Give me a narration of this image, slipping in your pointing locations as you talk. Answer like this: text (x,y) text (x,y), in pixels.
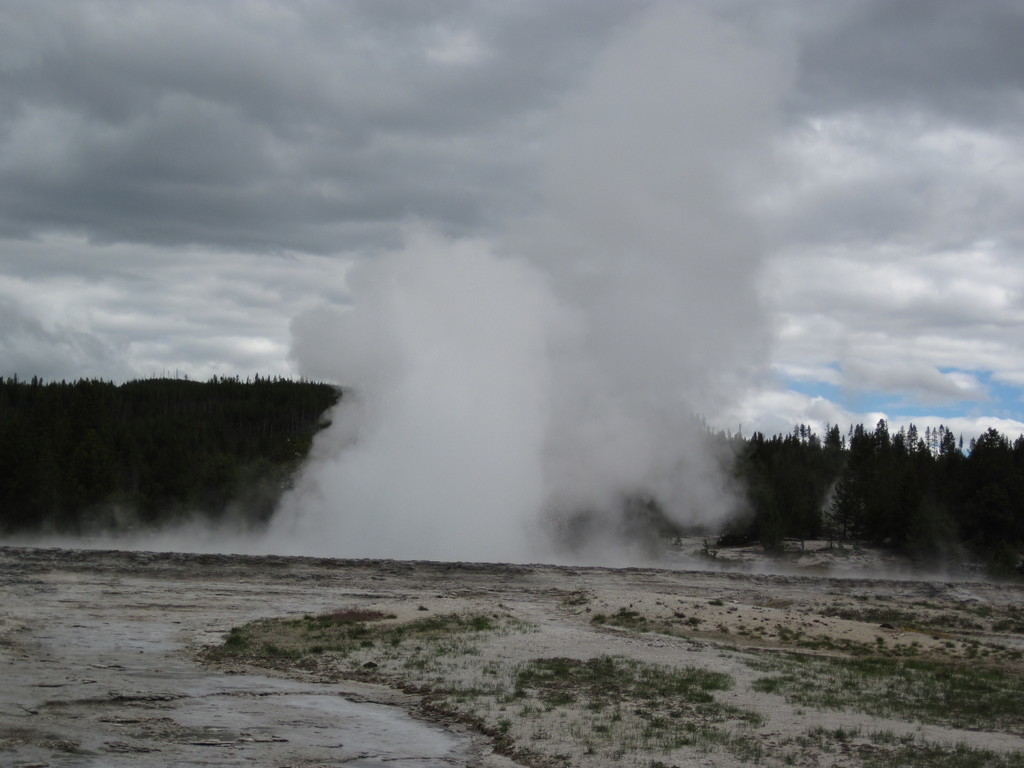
In this picture I can see smoke (689,113), there are trees (73,440), and in the background (384,165) there is the sky (310,198).
